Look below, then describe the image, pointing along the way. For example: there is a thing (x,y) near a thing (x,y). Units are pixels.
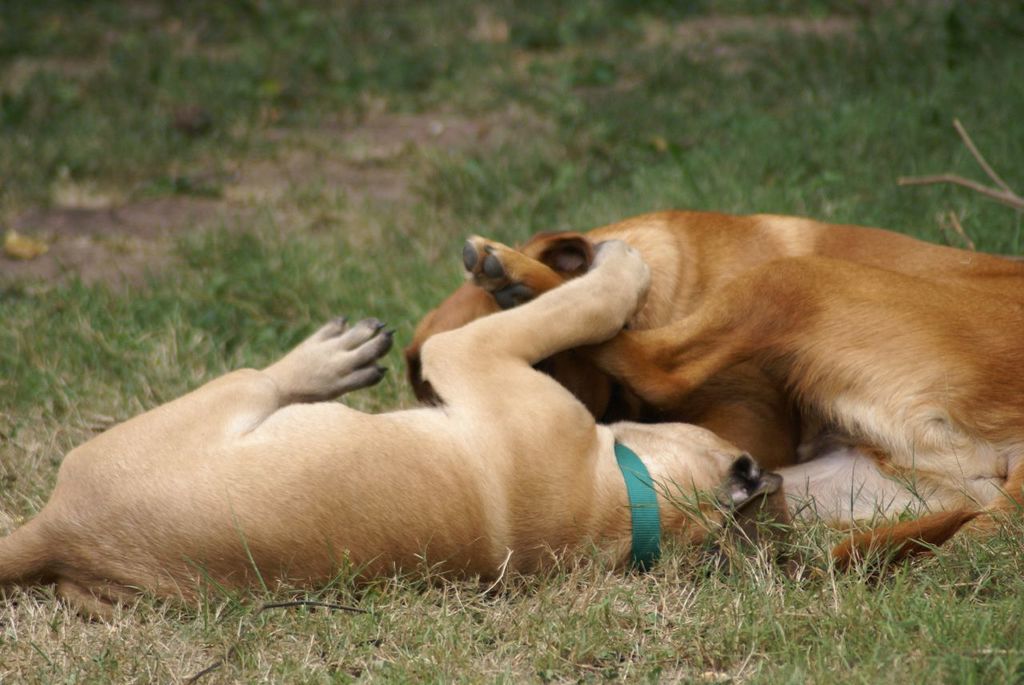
In the image there are two dogs (600,434) lying on the ground (579,584). And on the ground (450,187) there is grass (568,209).
